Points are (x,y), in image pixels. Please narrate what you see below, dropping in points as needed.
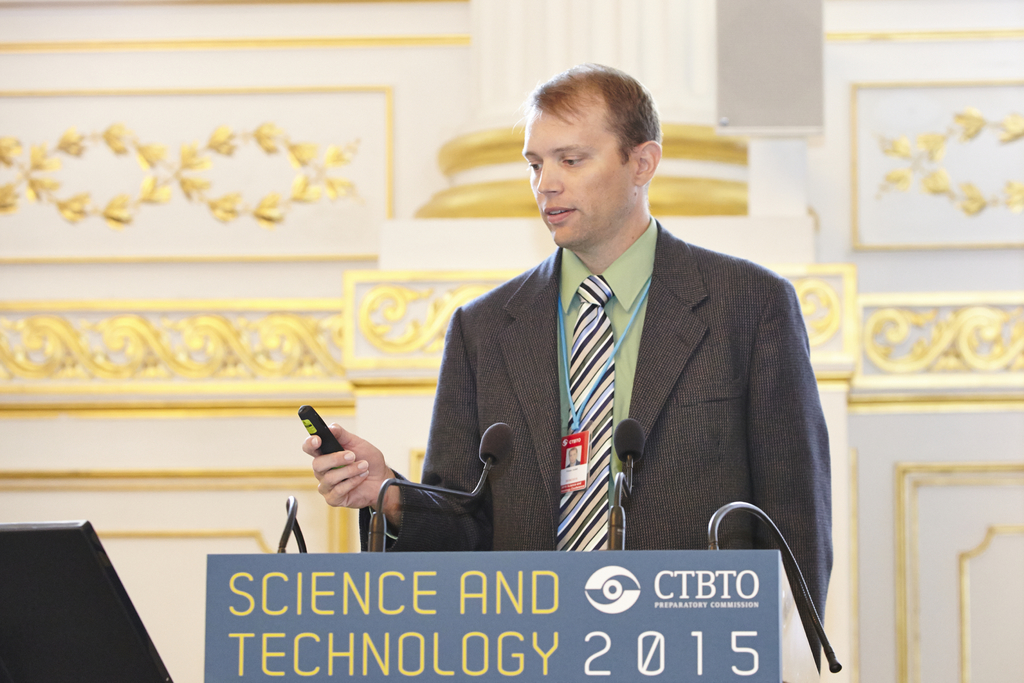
In this image we can see a person (531,364) holding a remote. There is a podium (517,561) with mics (486,444). In the background of the image (320,373) there is wall (315,377). There is a pillar (699,61).
